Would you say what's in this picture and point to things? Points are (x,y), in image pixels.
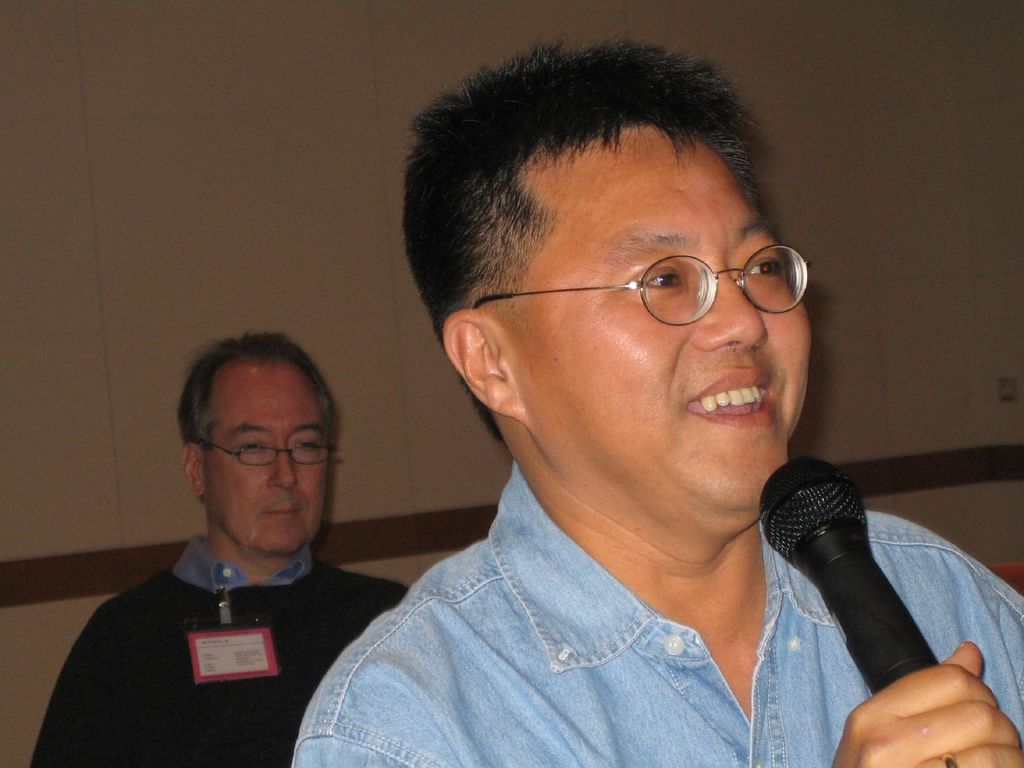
Here we can see a person (971,637) holding a mike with his hand (885,739). He wore spectacles (781,298) and he is smiling. In the background (434,557) we can see a person (93,741) and a wall (305,168).
